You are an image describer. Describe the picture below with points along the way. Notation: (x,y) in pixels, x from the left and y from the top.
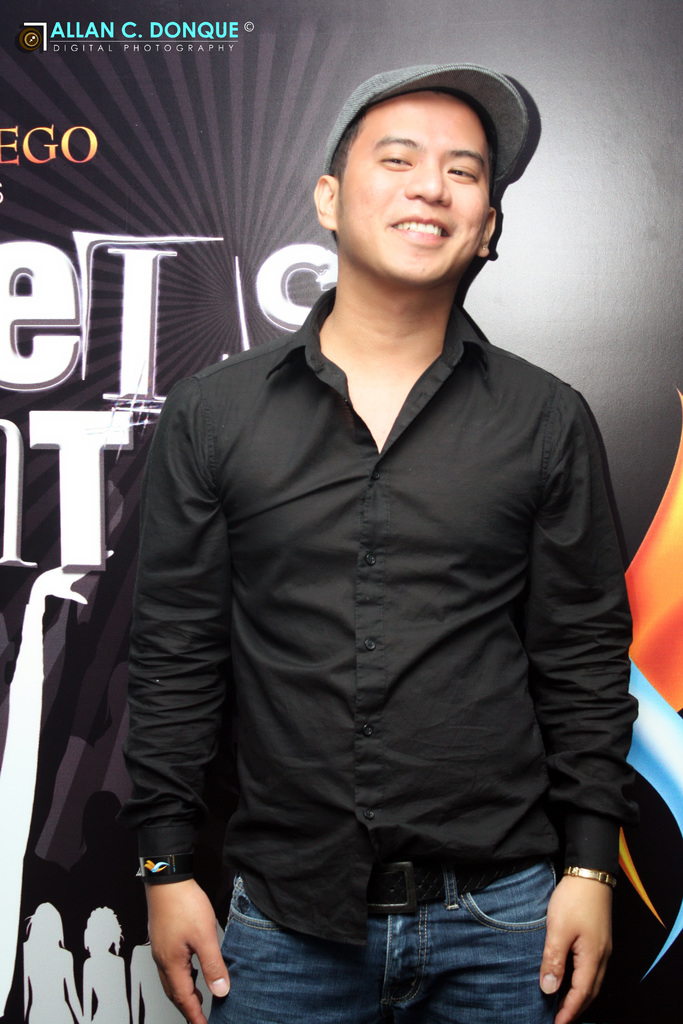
In this image there is a person (461,715) wearing a black shirt (476,724) and jeans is wearing a cap (436,85). Background of image (319,42) there is a banner (657,667).
